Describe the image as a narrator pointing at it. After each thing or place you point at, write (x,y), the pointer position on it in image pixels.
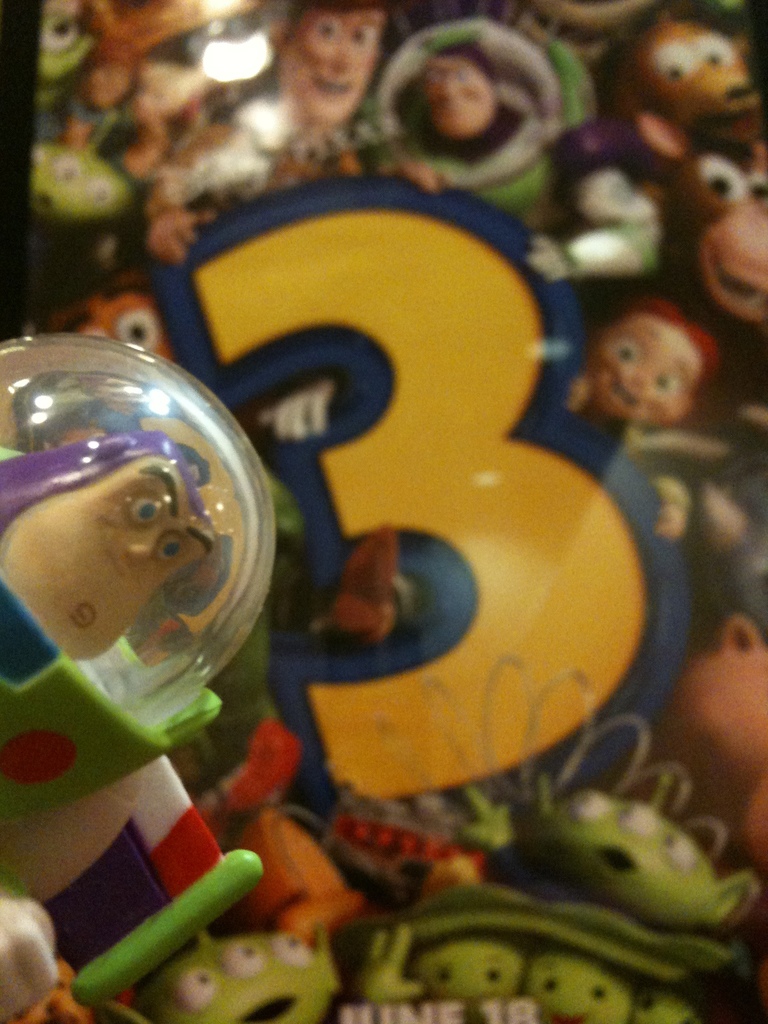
In this picture I can see a toy (194,636). In the back (474,309) I can see the poster (347,294) of the film.
